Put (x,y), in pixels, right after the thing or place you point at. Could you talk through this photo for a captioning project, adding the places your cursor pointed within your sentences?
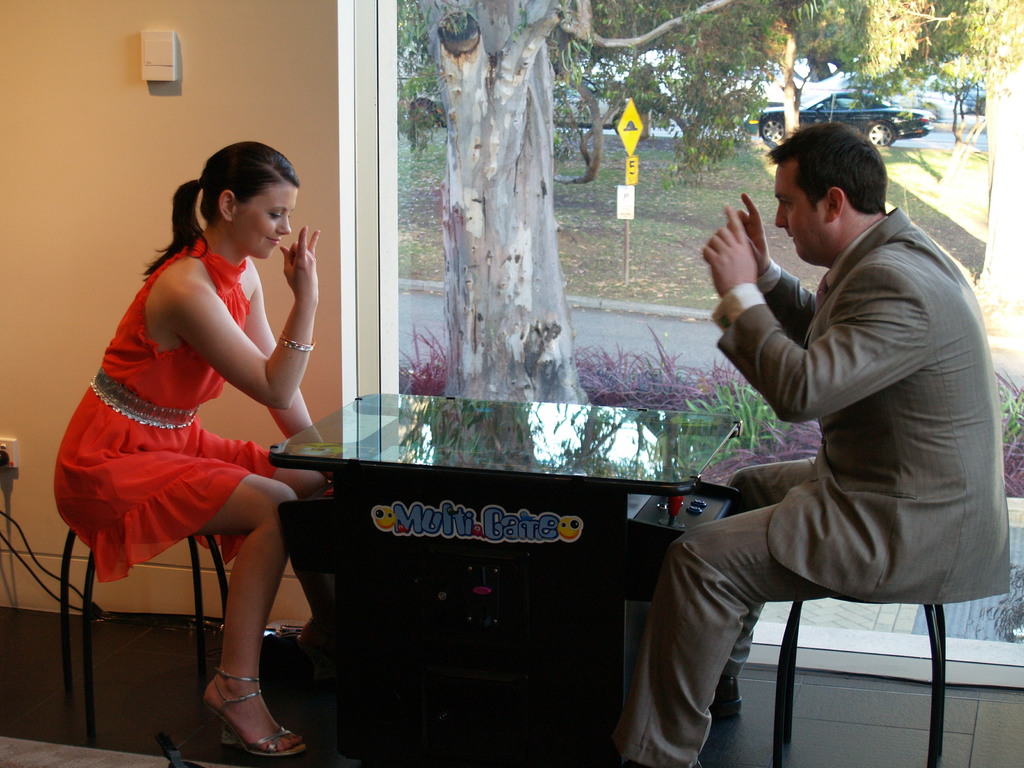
This woman (197,371) and this man (779,552) are sitting on a chair (85,552). This woman (137,483) wore red dress (174,402) and this man (881,371) wore a suit (852,397). In-front of this person (215,355) there is a table (586,417). From this glass window (524,248) we can able to see trees (719,87) and vehicles (910,111).
